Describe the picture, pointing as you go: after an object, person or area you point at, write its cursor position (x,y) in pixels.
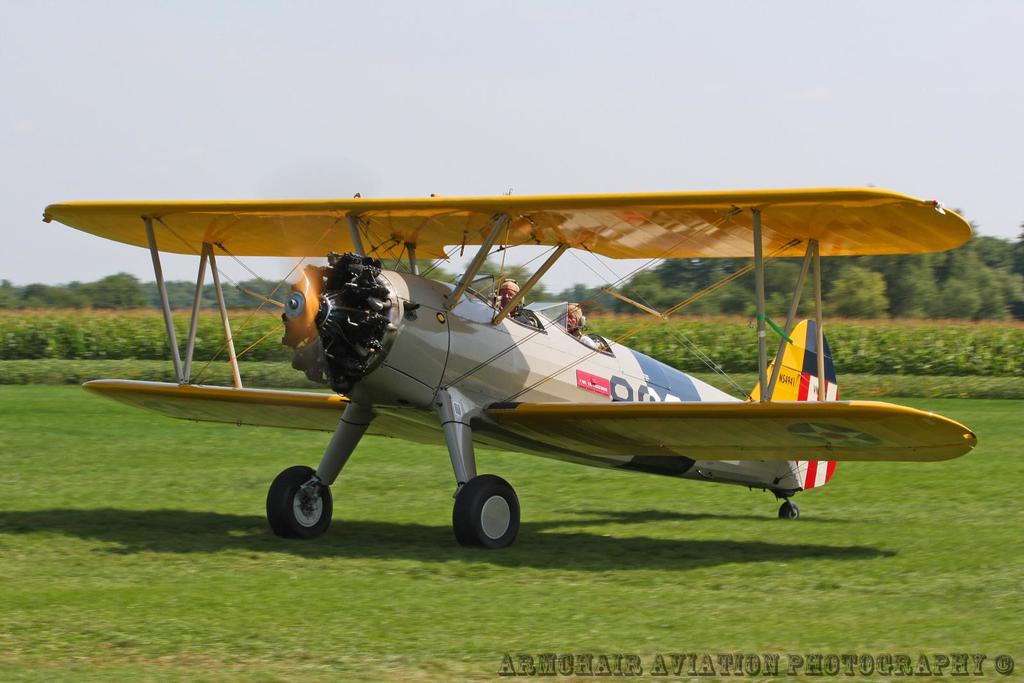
In this picture there is an aircraft (535,302) and there are two people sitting in the aircraft (494,371). At the back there are trees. At the top (398,46) there is sky (577,31). At the bottom (663,574) there is grass (397,570). At the bottom right (929,666) there is text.
